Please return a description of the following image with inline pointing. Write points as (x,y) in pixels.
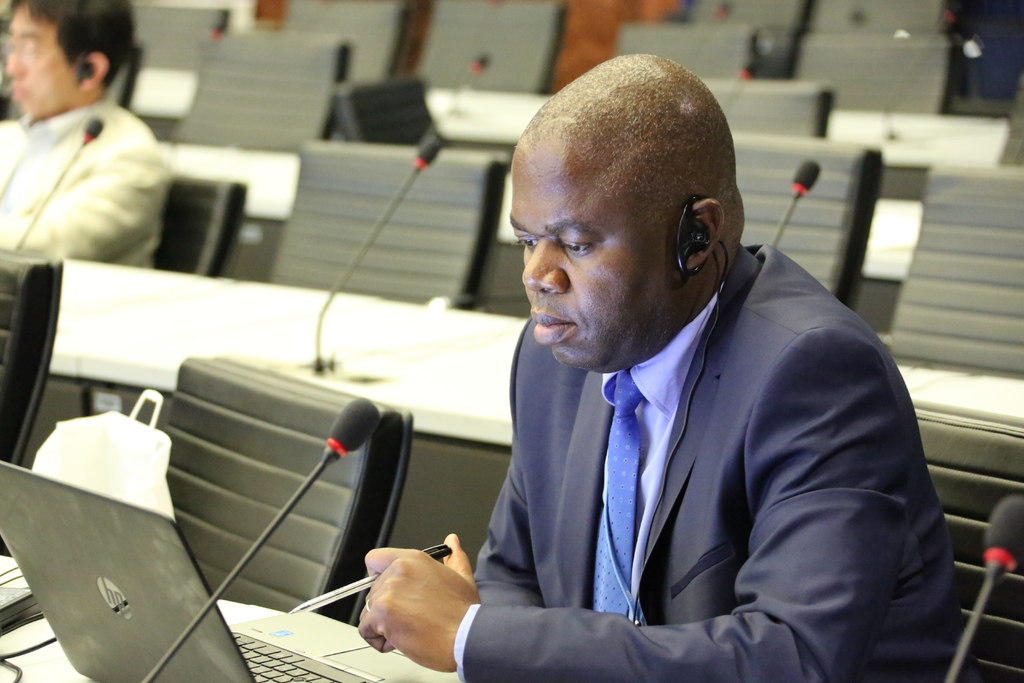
In the foreground of the image (708,498) there is a person (809,552) sitting on a chair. In front of him there is a laptop (190,643), mic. In the background of the image (223,191) there are chairs (358,172), mics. To the left side of the image (96,198) there is a person (92,205) sitting on chair (219,253).
